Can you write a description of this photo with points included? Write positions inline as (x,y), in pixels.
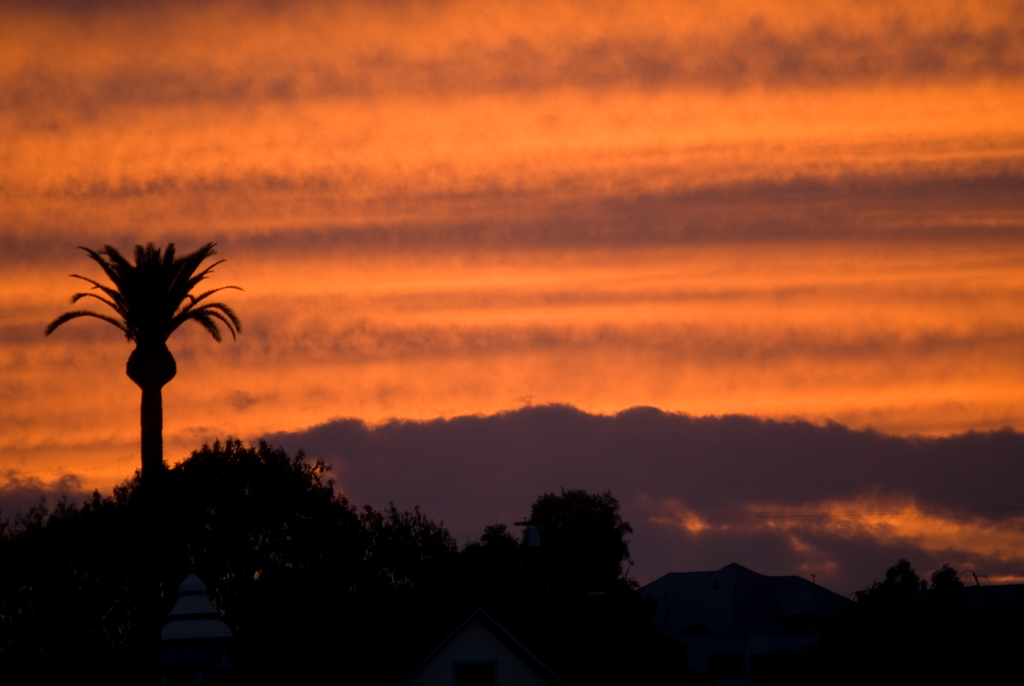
In this picture we can see trees (409,614) and houses (184,620) and in the background (1014,472) we can see clouds (951,265), sky (951,265).
